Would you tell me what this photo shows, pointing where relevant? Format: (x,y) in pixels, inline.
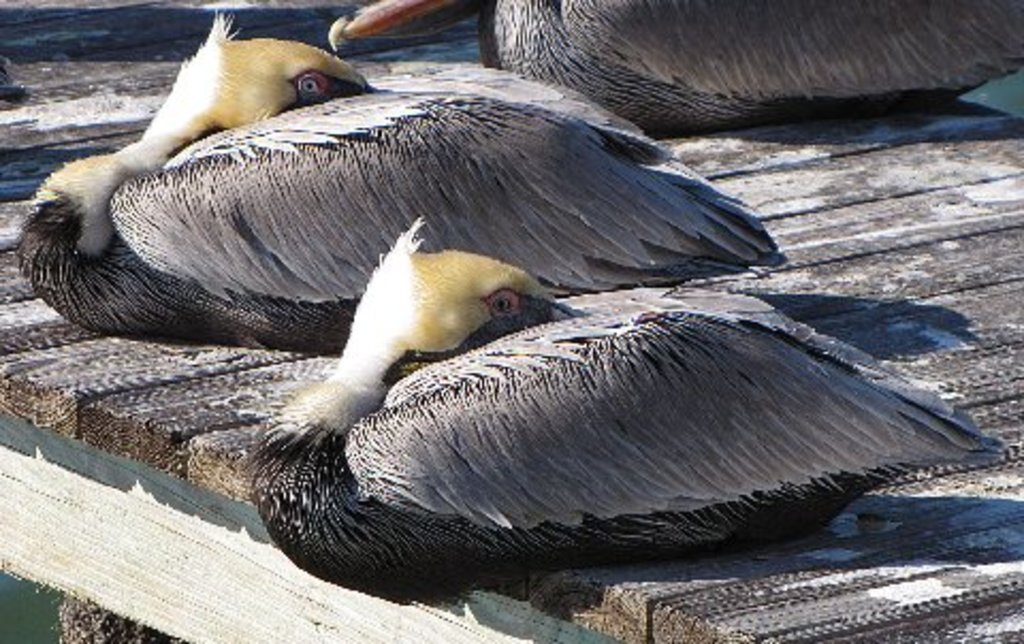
There are birds (296,300) on the wooden surface (56,434).
